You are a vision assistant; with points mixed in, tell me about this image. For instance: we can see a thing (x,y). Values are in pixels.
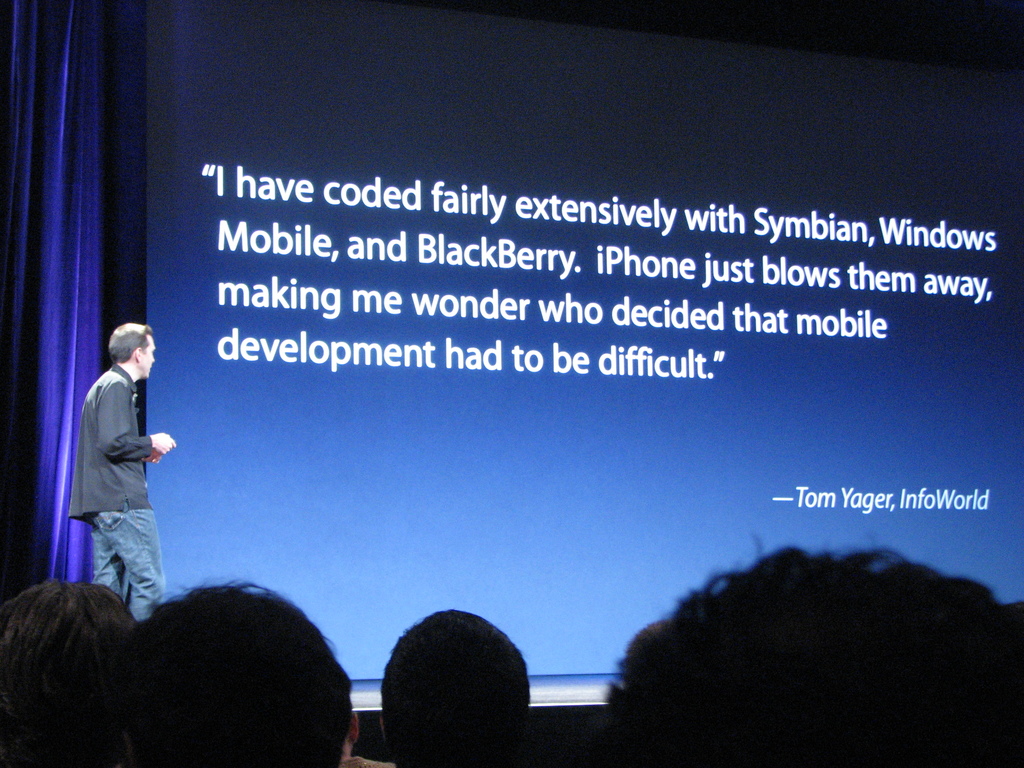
In this picture we can see some people (498,659) and in front of them we can see a man (129,568), screen (292,408), curtain (93,102).
